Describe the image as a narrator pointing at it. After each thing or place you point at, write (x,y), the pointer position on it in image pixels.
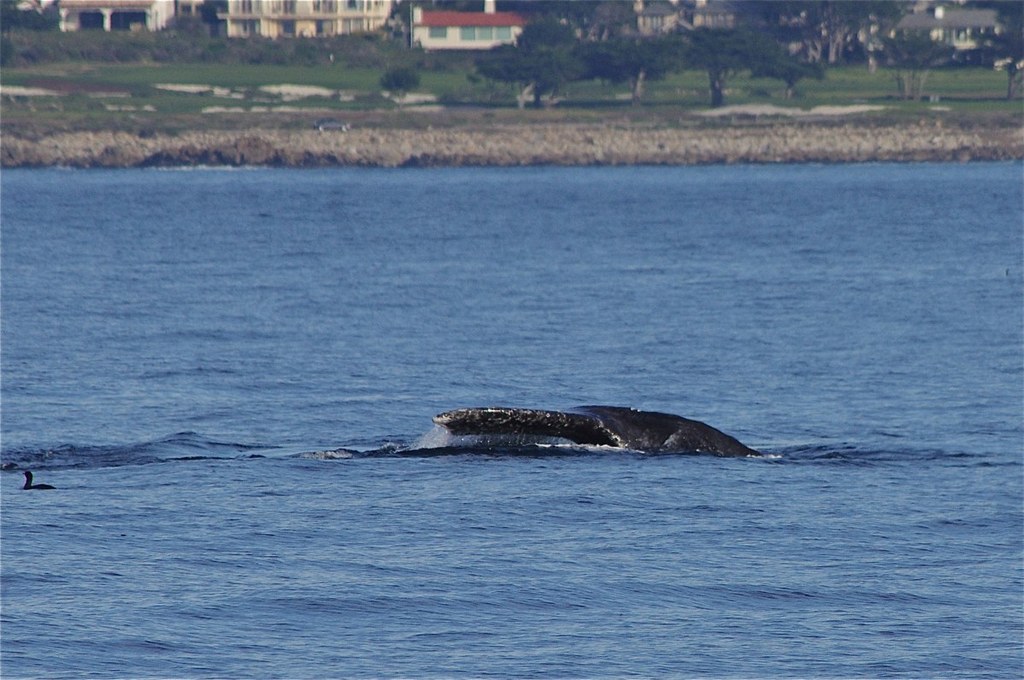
In this picture we can see a whale (522,425) on the water (802,484). On the left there is a bird (38,487). In the background (771,124) we can see buildings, trees (820,51), plants (938,61) and grass (556,104).
